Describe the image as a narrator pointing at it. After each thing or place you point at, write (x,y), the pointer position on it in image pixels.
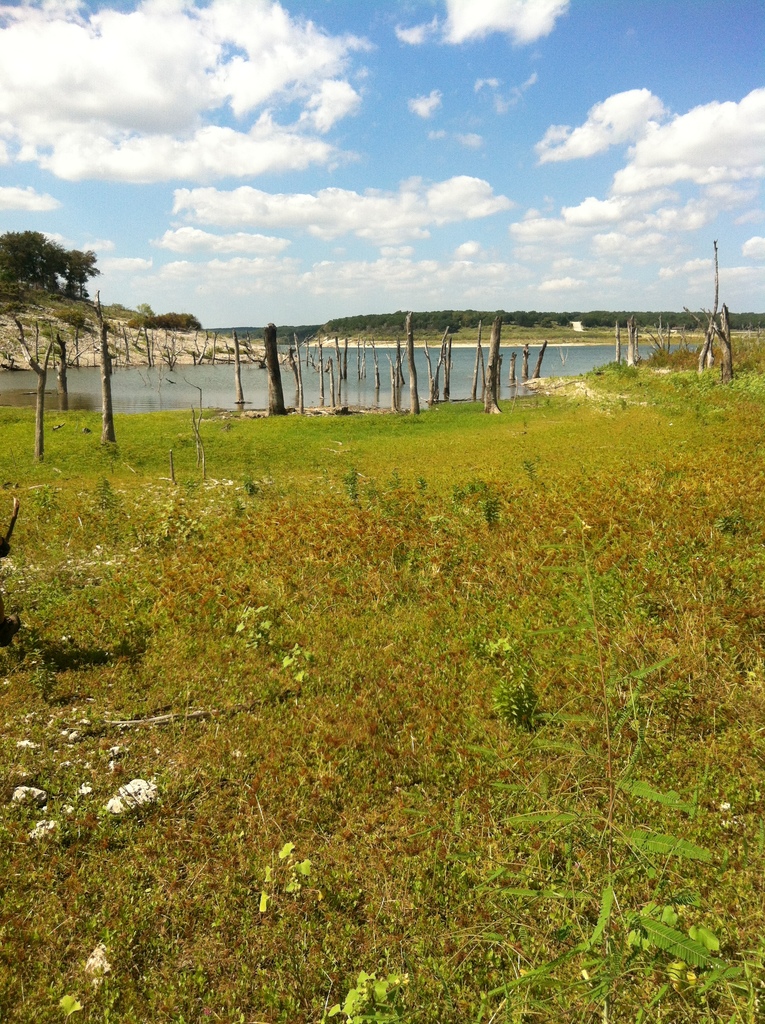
There are plants (375,737) and grass (350,676) on the ground (287,442). In the back (423,389) there are wooden poles (301,376), water (221,371), trees (34,268) and sky (336,140) with clouds (280,36).
